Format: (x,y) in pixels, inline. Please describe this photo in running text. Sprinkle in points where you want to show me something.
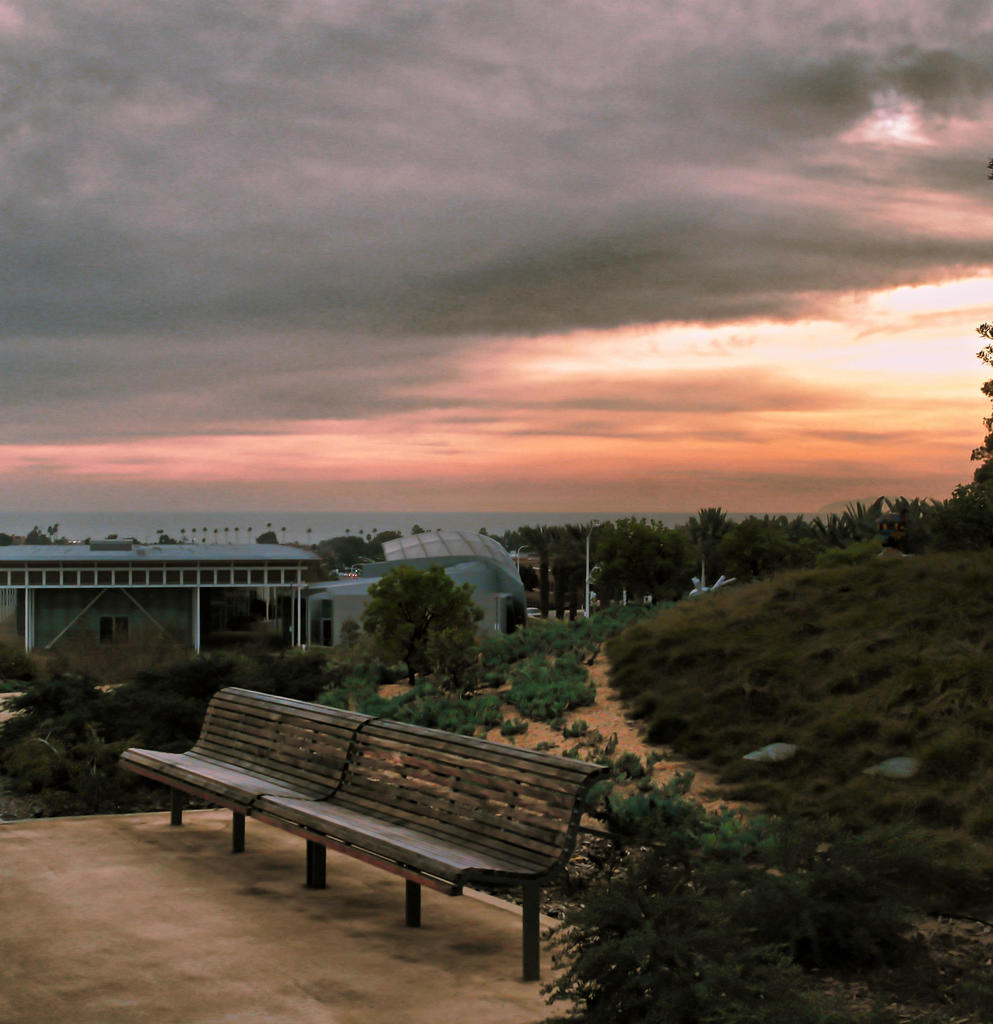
This picture is taken from outside of the city. In this image, on the right side (961,505), we can see some trees (917,550) and plants (526,704) and a grass (907,792). In the middle of the image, we can see a bench (602,774). In the background (168,675), we can see some trees (546,574), plants (14,756), building (140,600), mountains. At the top (534,169), we can see a sky (484,275) which is a bit cloudy, at the bottom (894,741), we can see plants (542,670), grass (763,732) and a land (229,900).
